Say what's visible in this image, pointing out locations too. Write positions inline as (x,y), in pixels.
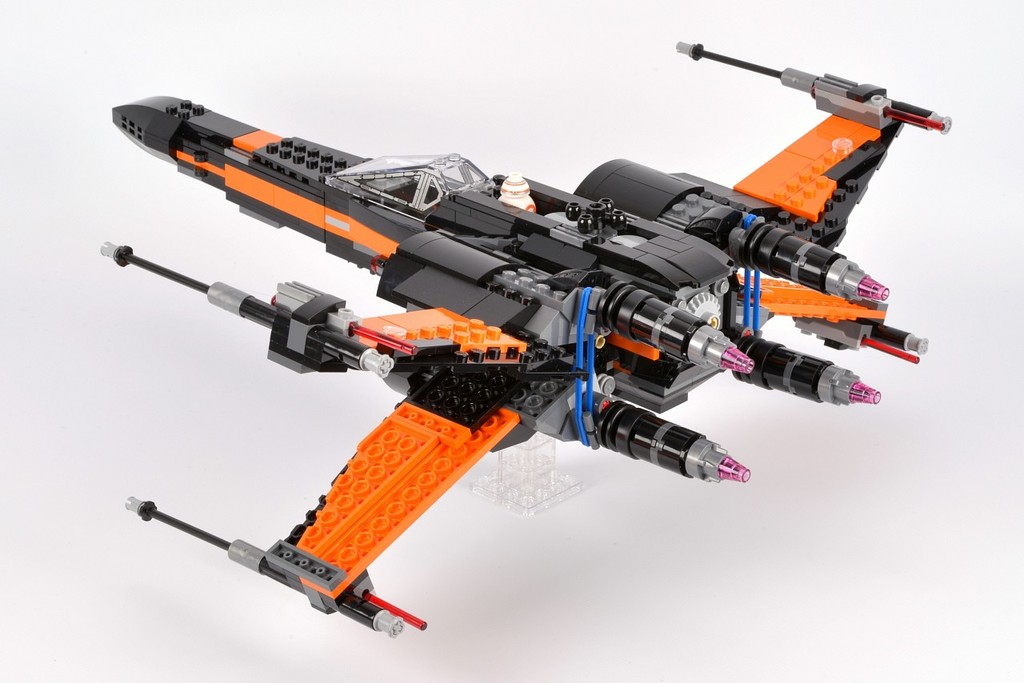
In this image we can see an airplane shape object (495,450).
